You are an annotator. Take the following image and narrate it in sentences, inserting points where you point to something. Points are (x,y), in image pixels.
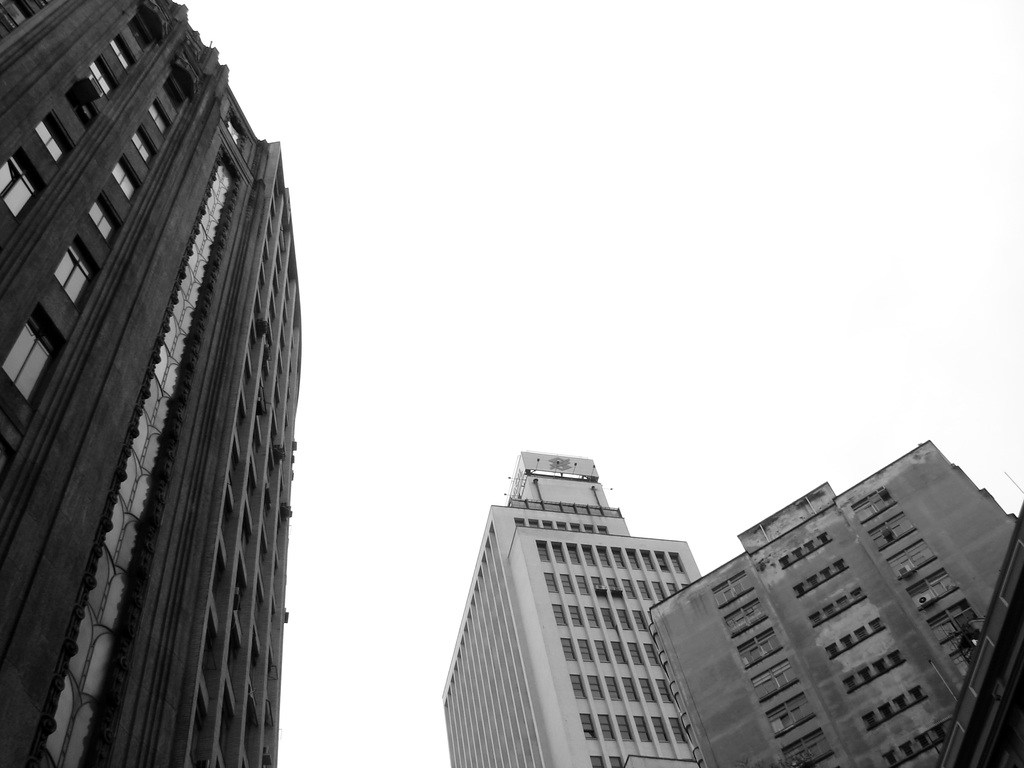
In this picture there are some building (636,680) in the front (1019,740). Behind there is a white background (408,230).
